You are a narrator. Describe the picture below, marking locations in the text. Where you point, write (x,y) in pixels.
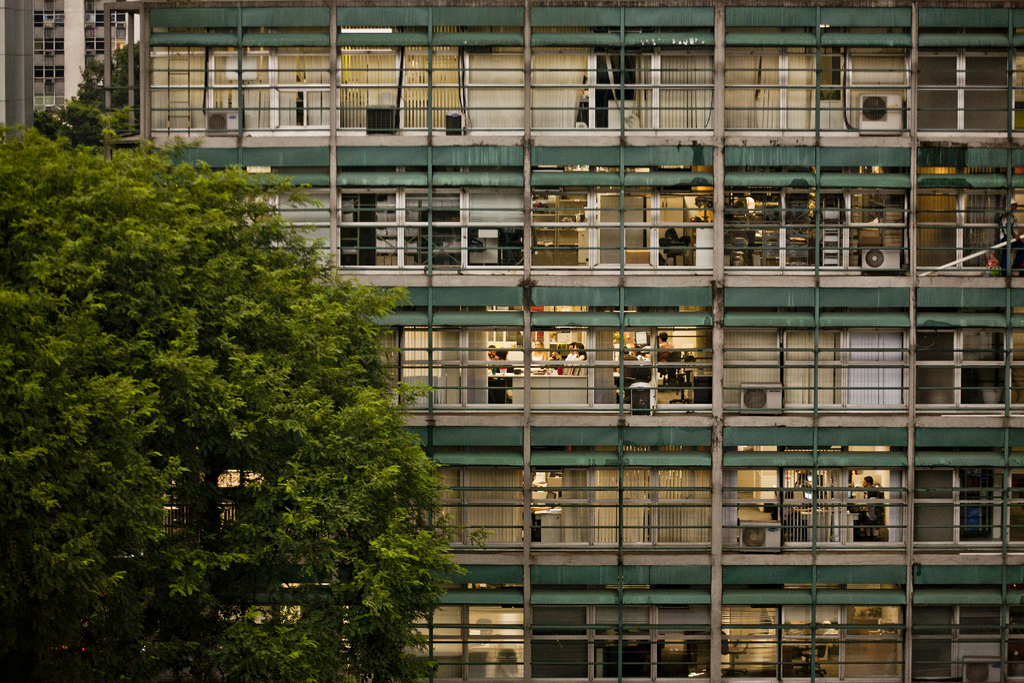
In this picture I can see the trees (192,383) on the left side (249,403), in the middle (618,320) there is a building (704,376). I can see few people (501,353) in it.
